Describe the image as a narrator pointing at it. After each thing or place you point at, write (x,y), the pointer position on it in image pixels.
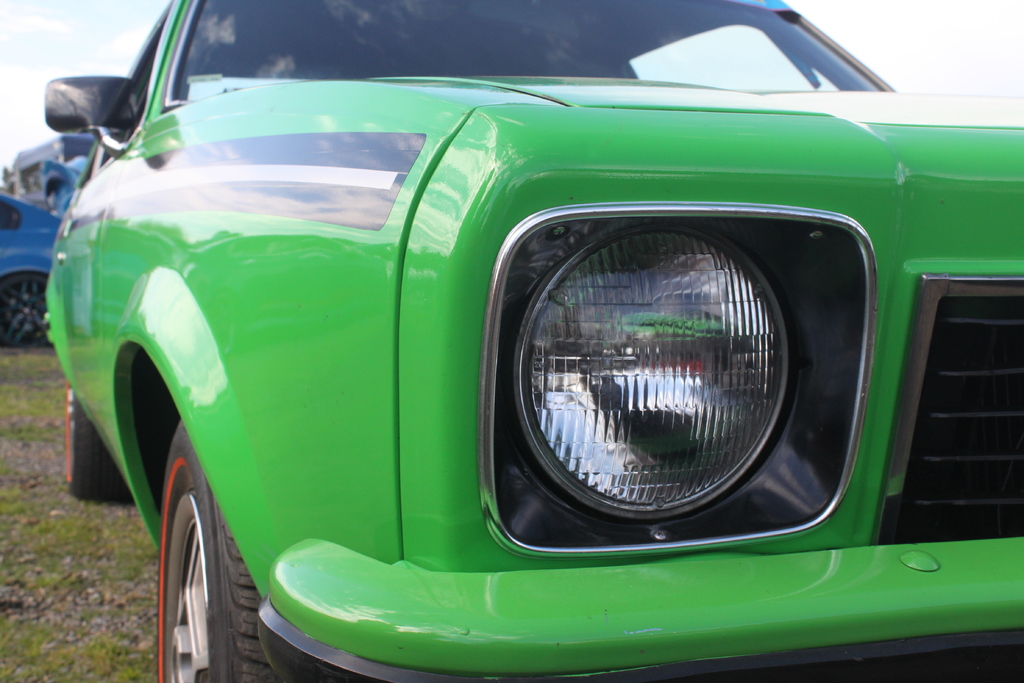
This image is taken outdoors. At the top of the image (48,36) there is a sky (100,42) with clouds (68,36). In the background (48,225) a few vehicles (4,253) are parked on the ground (89,616). At the bottom of the image (103,629) there is a ground (91,645) with grass (30,555) on it. In the middle of the image (371,385) a car (261,391) is parked on the ground (44,561). The car (359,321) is green in color.
